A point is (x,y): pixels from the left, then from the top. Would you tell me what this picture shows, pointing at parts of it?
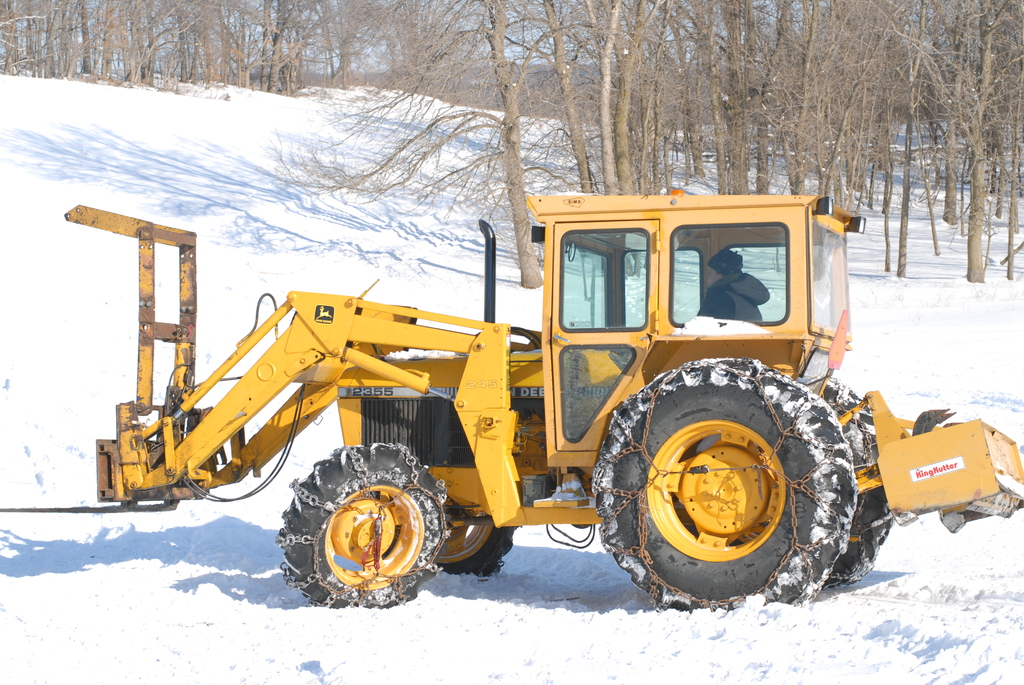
In this image, we can see a person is riding a vehicle (760,586) on the snow (503,661). Top of the image (744,134), there are so many trees (681,109) and sky (1,50).
